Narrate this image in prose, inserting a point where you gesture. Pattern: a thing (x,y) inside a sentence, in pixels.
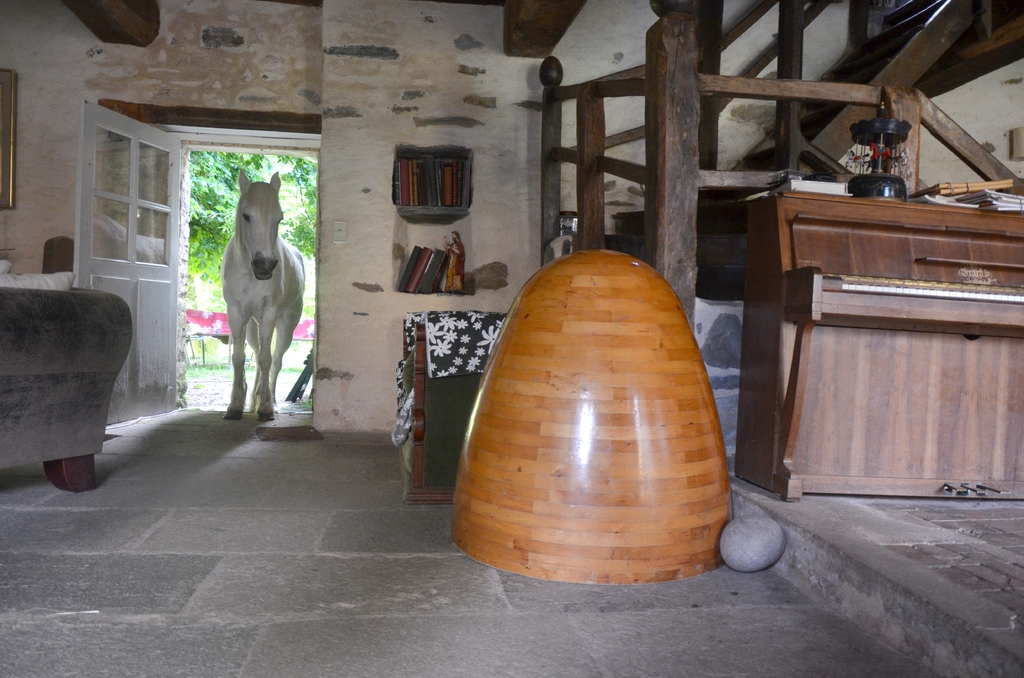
This picture is clicked inside the room (744,509). In front of the picture, we see an object (694,507) in brown color. Beside that, we see the stone (742,537). Behind that, we see the sofa chair (463,364). On the right side (916,251), we see a piano (930,292) on which black color object (876,187) and books (1017,199) are placed. Behind that, we see the staircase (706,243) and the stair railing (660,133). On the left side (59,305), we see the sofa (77,335) and a wall (71,168) on which photo frame (12,194) is placed. Beside that, we see a white door (119,254) and a white horse (268,251). Behind that, we see the bench (222,339) and there are trees (219,174). Beside that, we see shelves (464,200) in which books (413,291) are placed.
